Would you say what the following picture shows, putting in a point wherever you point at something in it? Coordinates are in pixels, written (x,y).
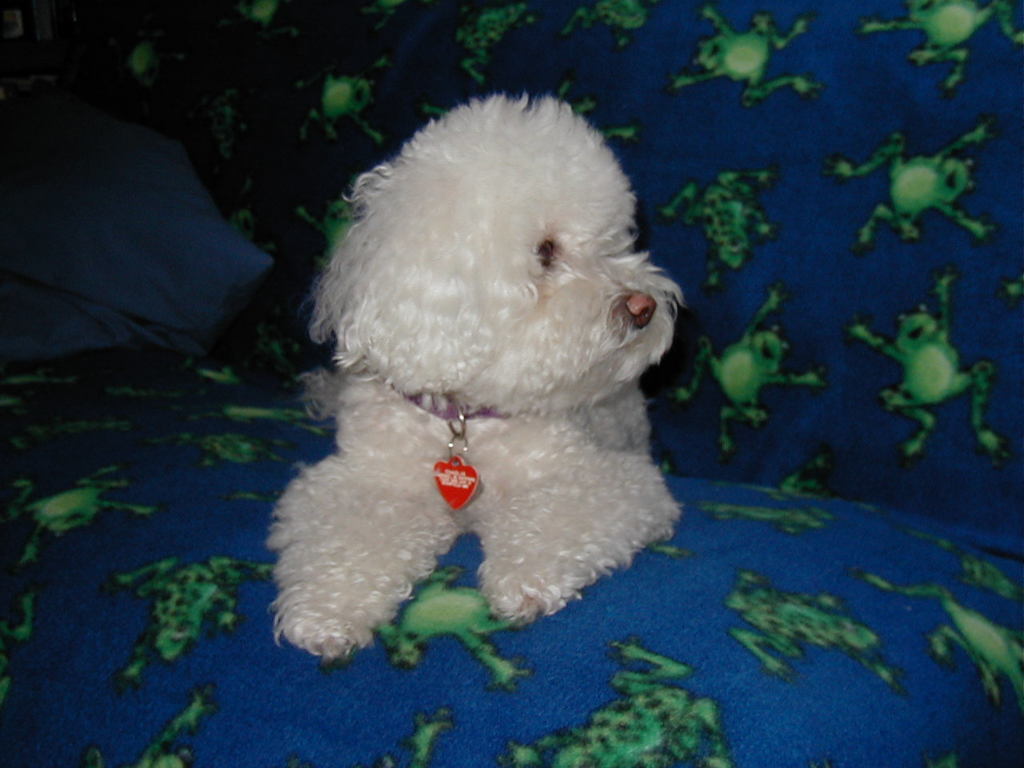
In this image, we can see a white dog (494,454) with belt (467,410) and locket (457,468) on the sofa (169,670). Left side of the image (181,337), there is a cloth (136,271) we can see.
